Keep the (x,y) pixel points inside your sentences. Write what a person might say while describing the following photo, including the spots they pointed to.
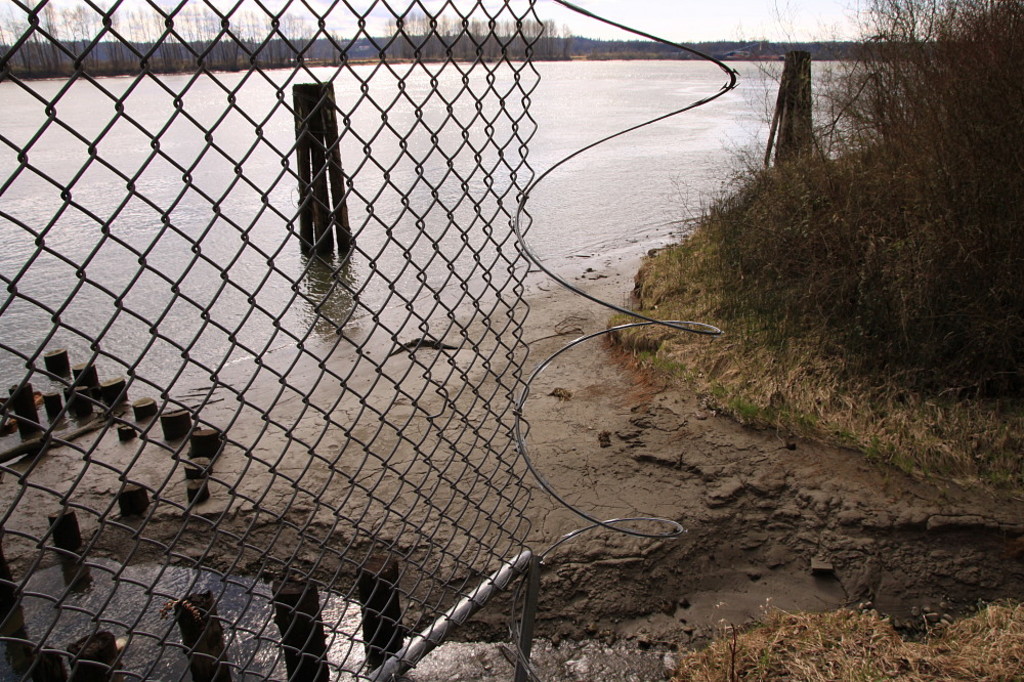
In this picture I can see water (658,149) and I can see metal fence (433,149), trees (898,107) and a cloudy sky (770,38).
